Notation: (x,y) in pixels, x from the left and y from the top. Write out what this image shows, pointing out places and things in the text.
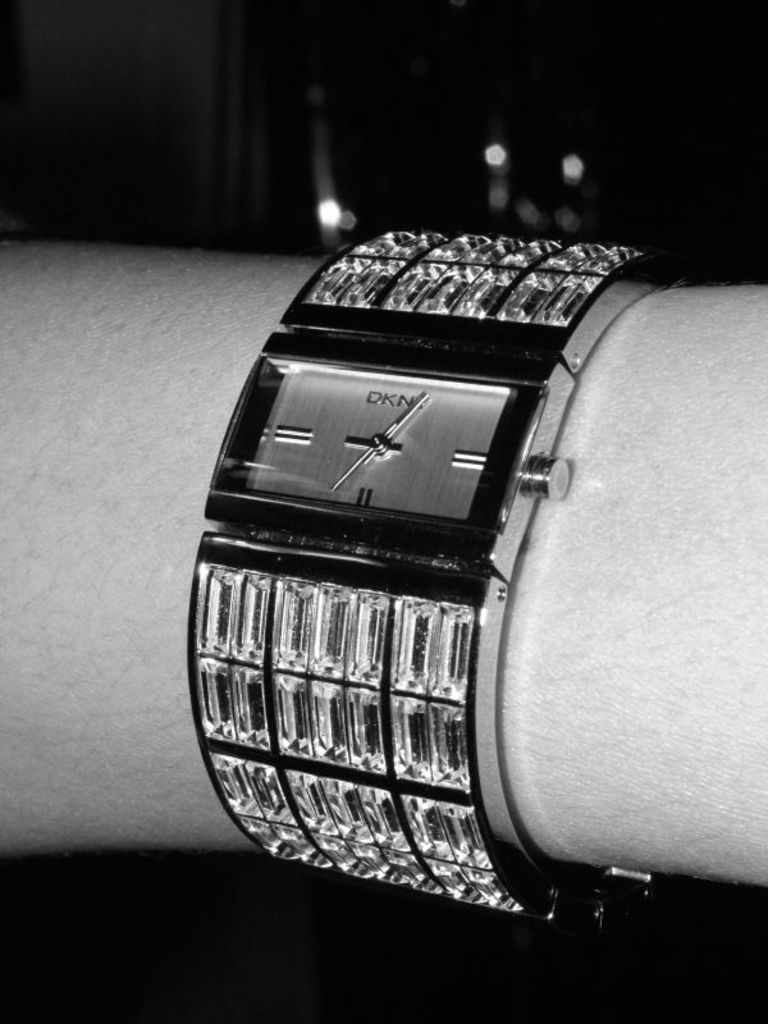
In this picture we can observe a watch (376,468) to this hand (141,575). This is a black and white image. In the background (289,157) is completely dark.
